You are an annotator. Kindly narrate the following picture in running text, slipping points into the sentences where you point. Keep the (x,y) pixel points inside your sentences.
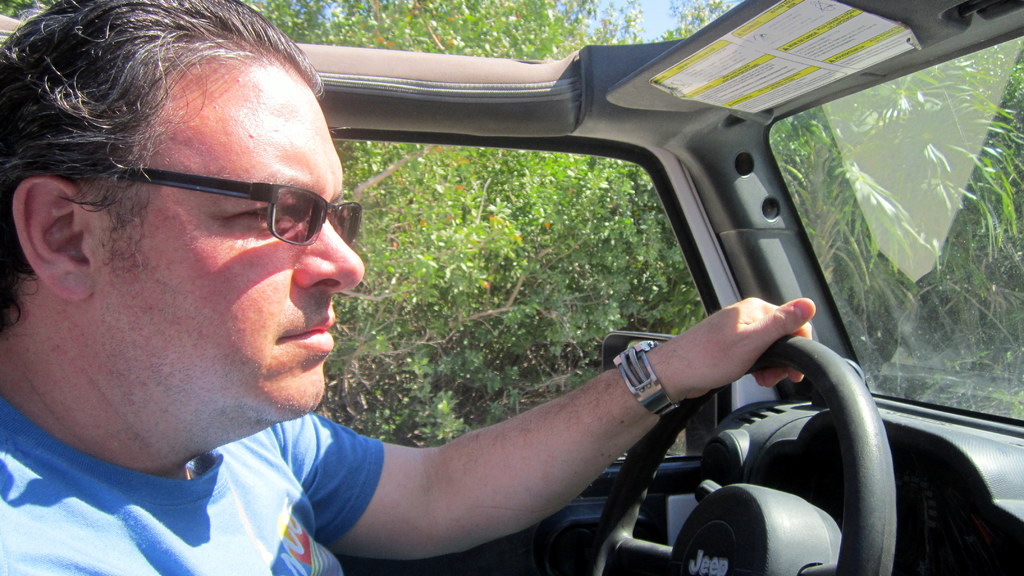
There is a man (282,331) in the car (686,484), holding a steering (672,419) in his hand (741,351). He is wearing a spectacles (173,178) with a blue t shirt (236,496). In the background (483,274) we can observe some trees (483,274) here.
